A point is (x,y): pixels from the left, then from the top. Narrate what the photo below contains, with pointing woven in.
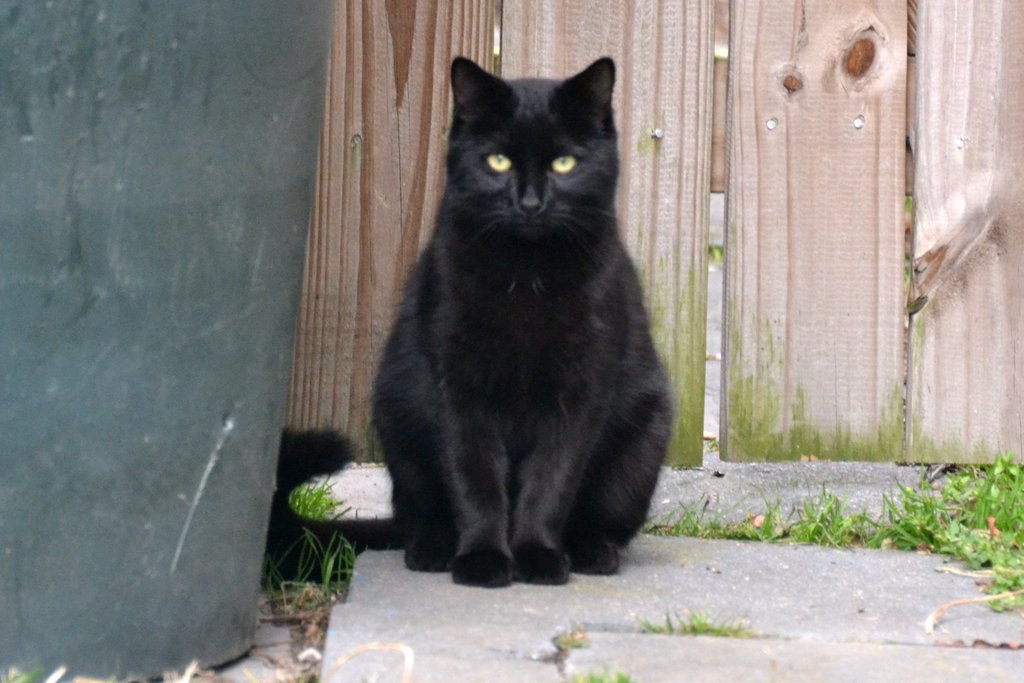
In this image I can see a cat (530,382) which is black in color is sitting on the floor (603,585). I can see some grass (901,511) which is green in color and the wooden surface (809,130) in the background (845,176) which is cream and brown in color. To the left side of the image (223,82) I can see an object (251,270).
